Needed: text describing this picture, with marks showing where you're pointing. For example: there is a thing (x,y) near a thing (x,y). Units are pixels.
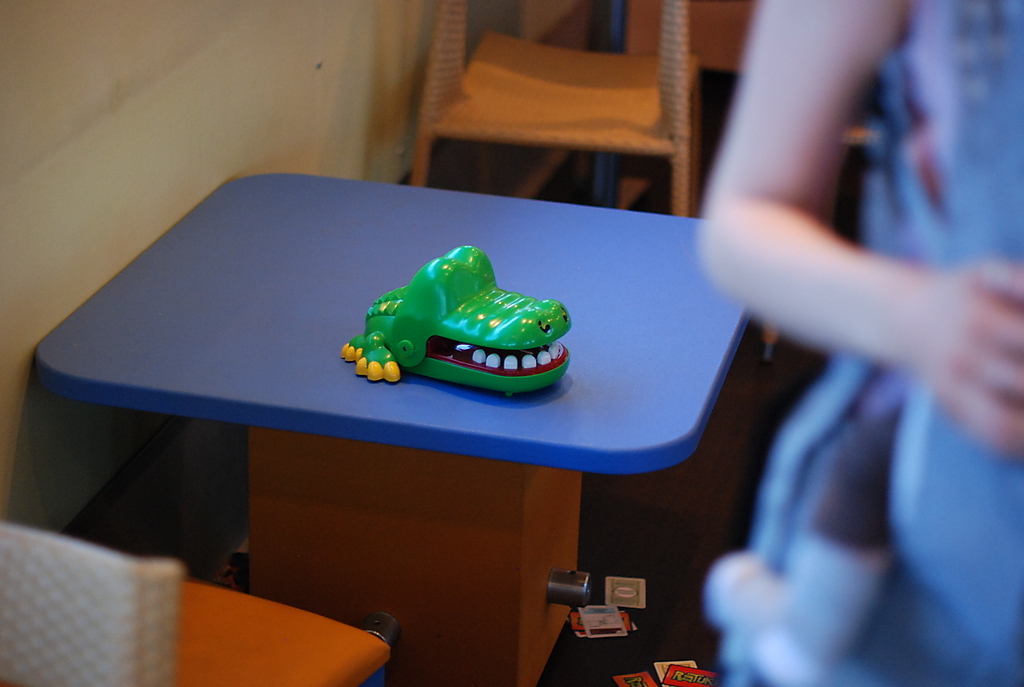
In this image, there is a lady (988,259) on the right (1006,239). In the middle of the image (351,431), there is a table (208,257) on which toy (548,320) is kept. In the left bottom (75,659) there is a chair (65,536). In the top left (180,70), we can see a wall (295,68). And at the bottom (641,590) there are cards (619,583), which are spread on the floor (663,591).
